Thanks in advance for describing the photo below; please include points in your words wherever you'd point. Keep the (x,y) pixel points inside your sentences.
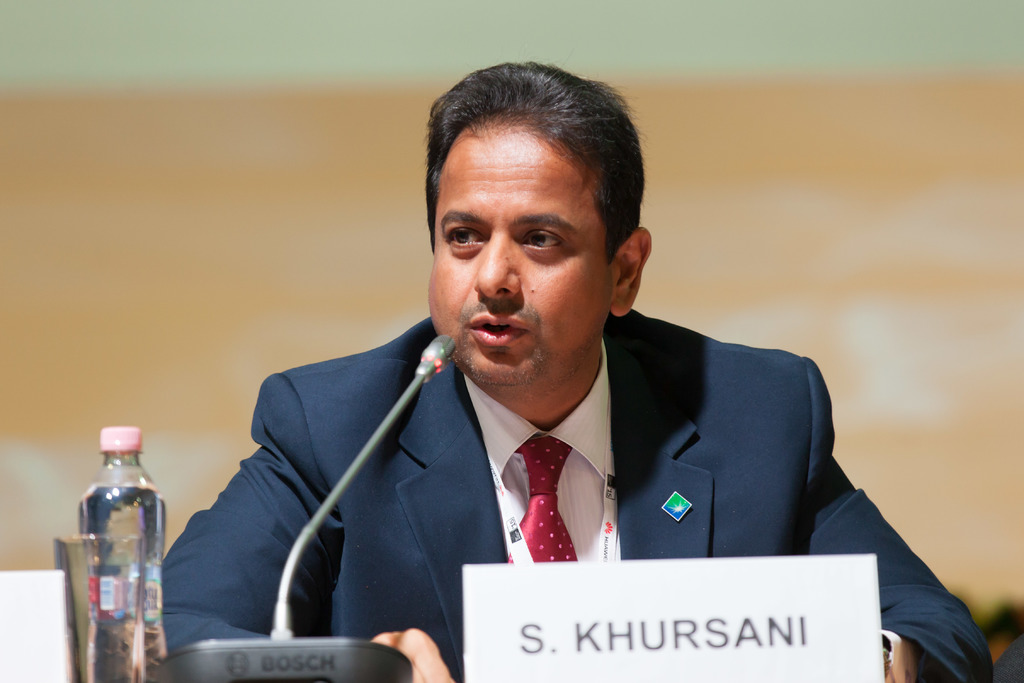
Here in this picture we can see a man (611,471) sitting. He is wearing a blue color jacket (425,507), white color shirt (501,466) and red color tie (530,495). He is also wearing a tag (607,529) in his neck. In front of him there is a mic (405,403). To his left corner there is bottle (129,439) with pink cap (117,439). In front of bottle (128,510) there is a glass (77,594). And we can also see a name s khursani (577,636).
